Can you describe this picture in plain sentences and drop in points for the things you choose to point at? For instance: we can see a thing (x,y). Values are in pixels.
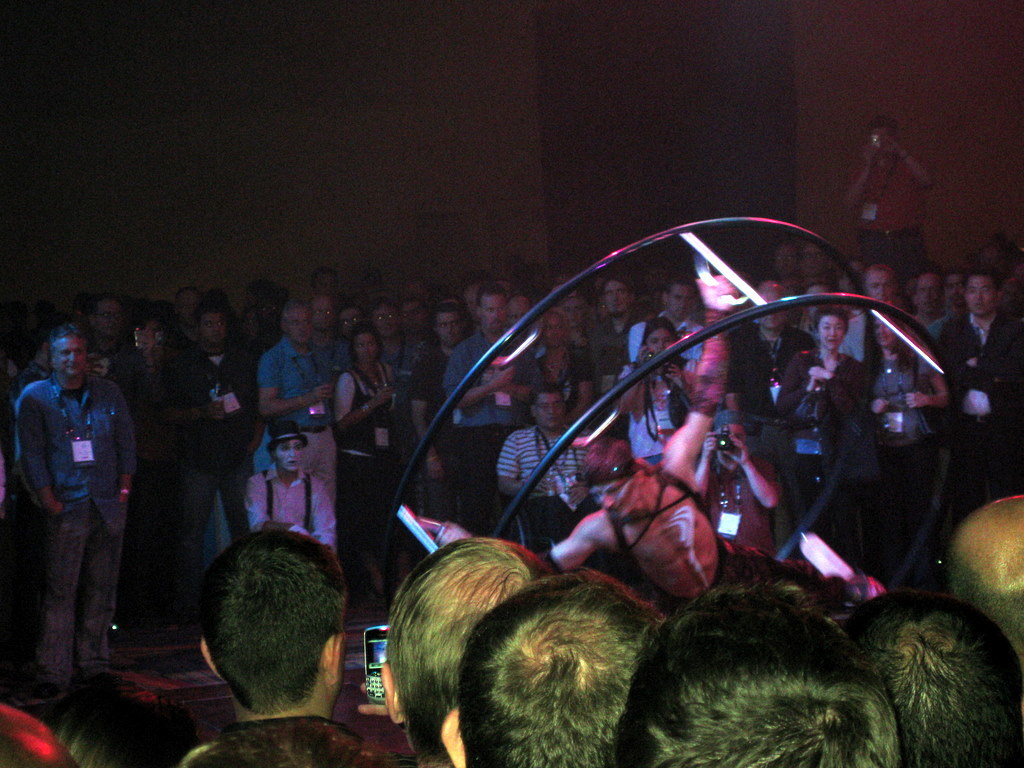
In this picture there are group of people (525,377) standing and there is a man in the object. In the foreground (290,626) there is a man (290,626) holding the cellphone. At the back (890,50) there is a person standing and holding the object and there is a wall (696,202).
